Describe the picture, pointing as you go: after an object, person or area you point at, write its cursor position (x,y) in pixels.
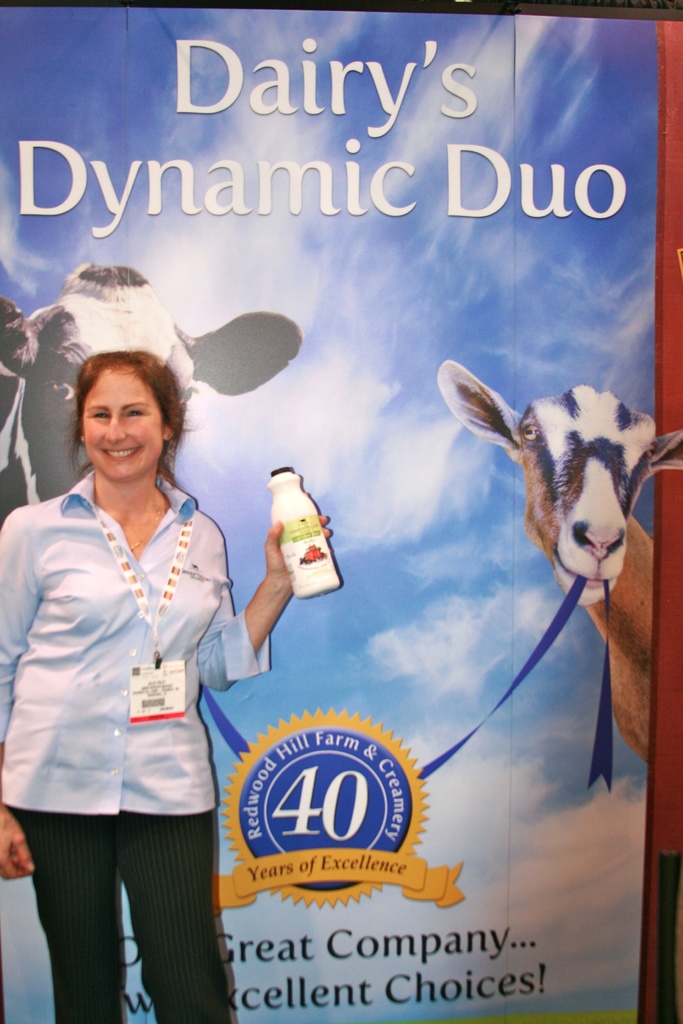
In this image we have a woman (137,618) who is wearing a blue shirt (110,774) and black pant (143,957) and wearing an ID card (140,718). The woman (104,578) is smiling and holding a bottle (292,532).
